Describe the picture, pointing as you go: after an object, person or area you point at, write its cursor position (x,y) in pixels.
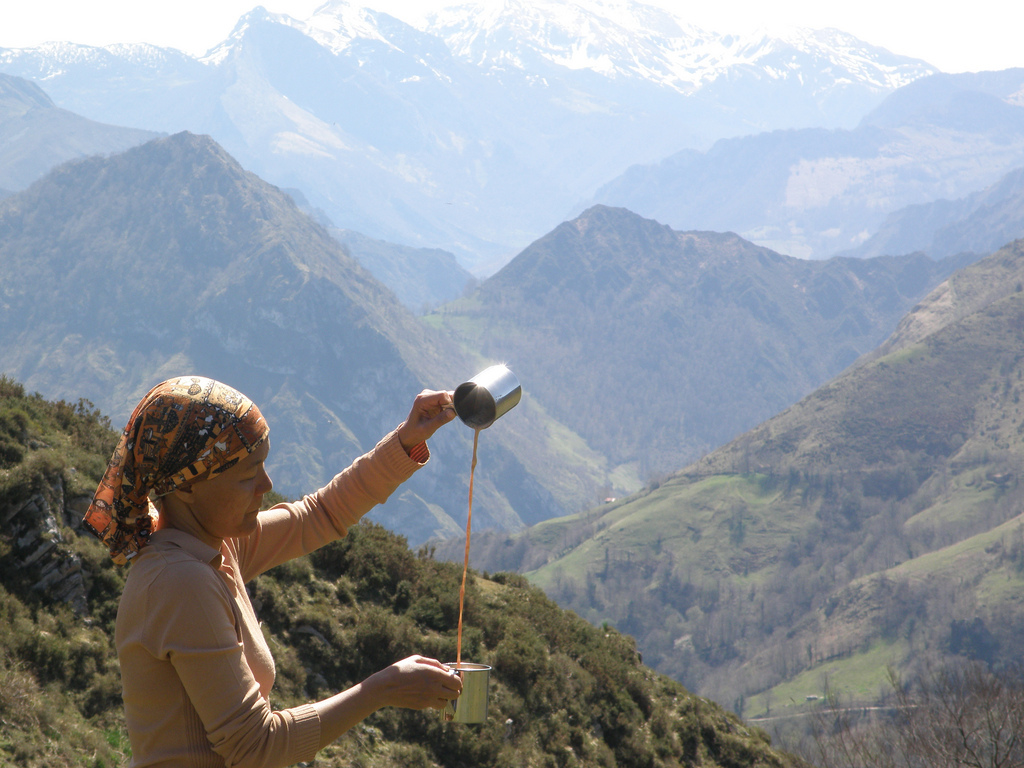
In this image I can see there is a woman (387,671) standing and there are a few mountains (499,440) in the backdrop (502,515) and there are trees (478,742), snow (639,43) on the mountain (260,118) and the sky (870,16) is clear.
